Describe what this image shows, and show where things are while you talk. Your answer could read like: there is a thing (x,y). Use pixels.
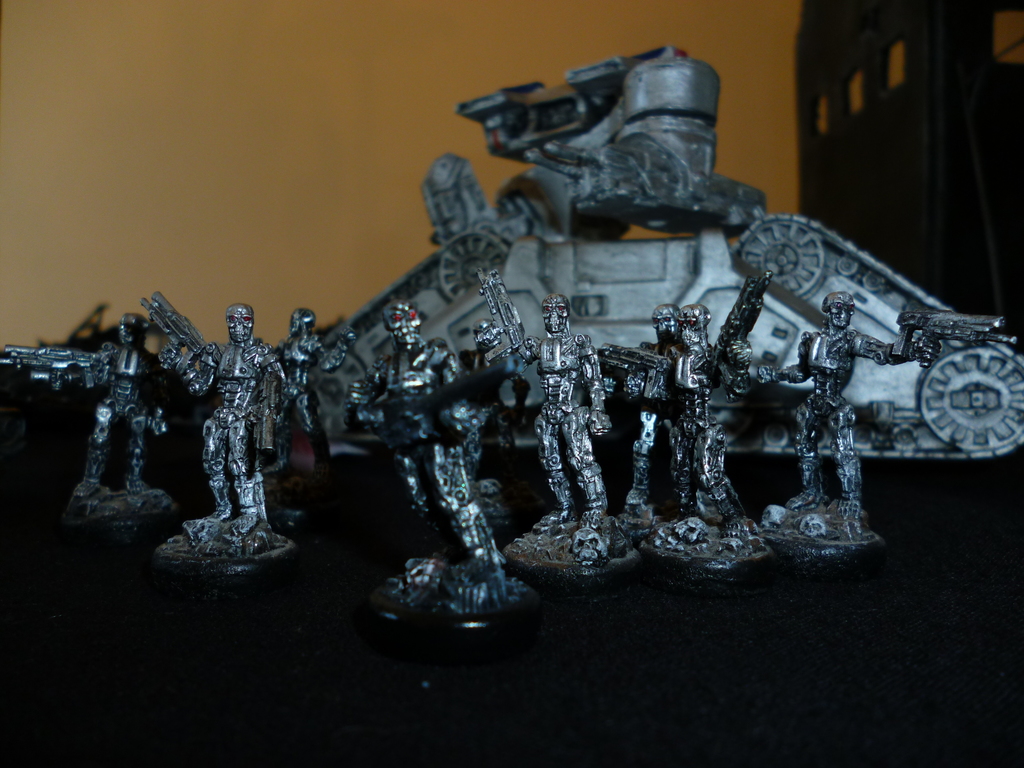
In this picture there is figure (481,546) in the image.
